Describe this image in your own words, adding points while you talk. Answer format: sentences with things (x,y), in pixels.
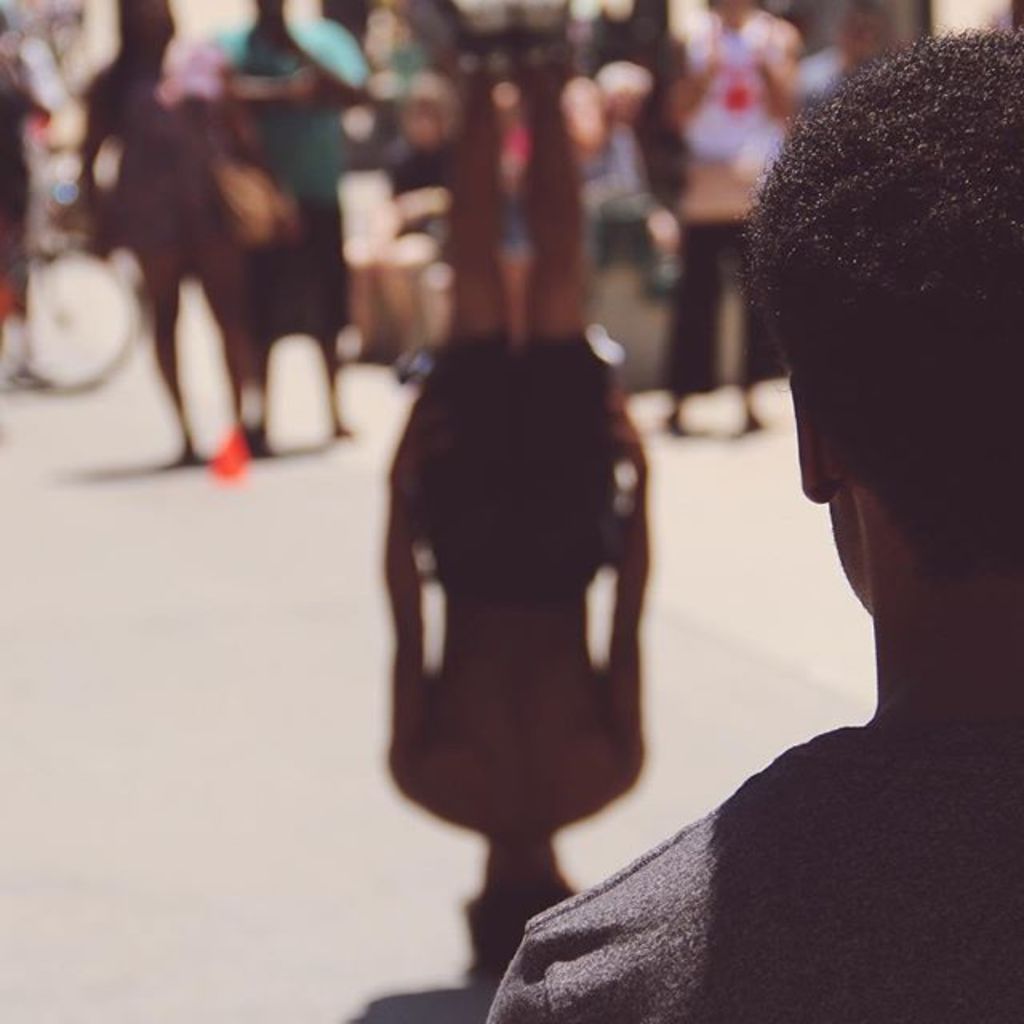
In this image there are a few people (327,312) standing, in between them there is a person (506,416) placed his head (528,886) on the road (366,858) and legs (470,241) to the up. The background (42,176) is blurry.
